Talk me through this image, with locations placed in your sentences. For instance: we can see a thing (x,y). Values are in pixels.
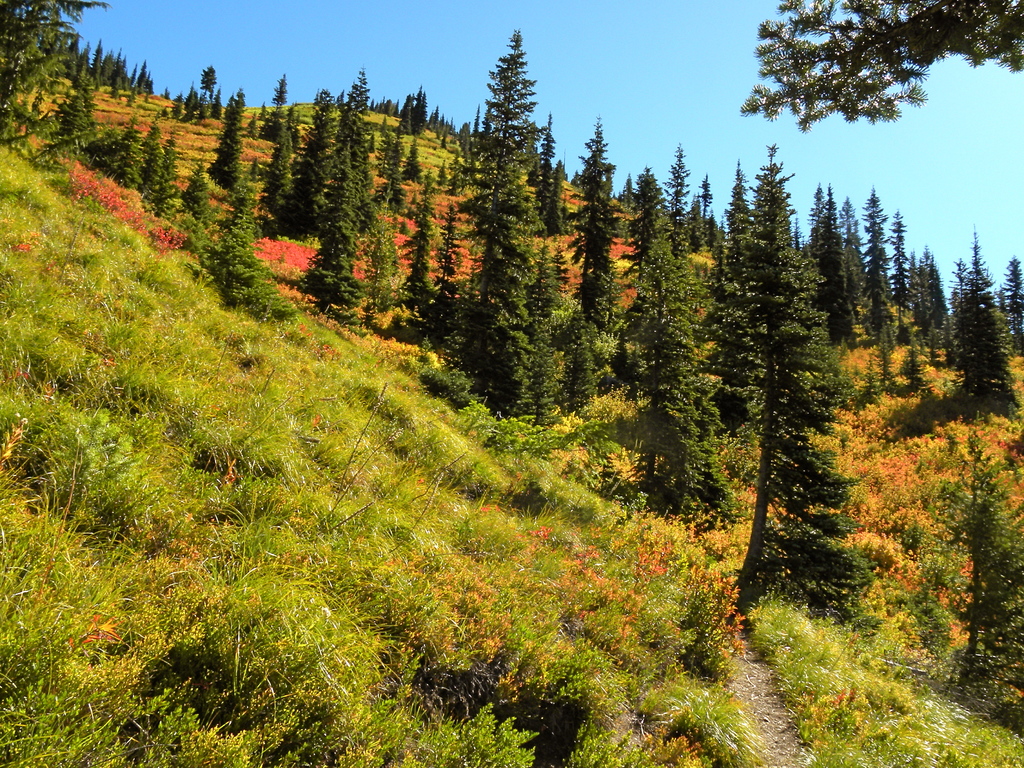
In this image we can see there is a grass (400,439), trees (452,318) and a sky (527,44).
